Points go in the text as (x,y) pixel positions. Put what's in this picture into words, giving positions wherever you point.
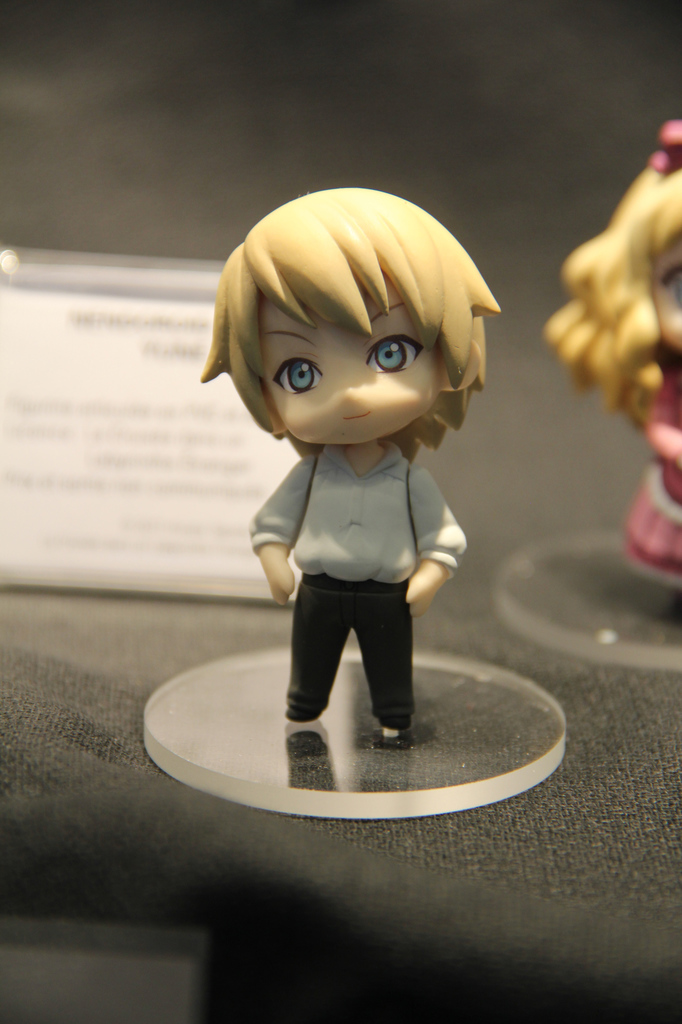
In this image we can see some toys (453,531). There is a description board (128,446) in the image. There is an object (170,975) at the bottom of the image (94,980).
